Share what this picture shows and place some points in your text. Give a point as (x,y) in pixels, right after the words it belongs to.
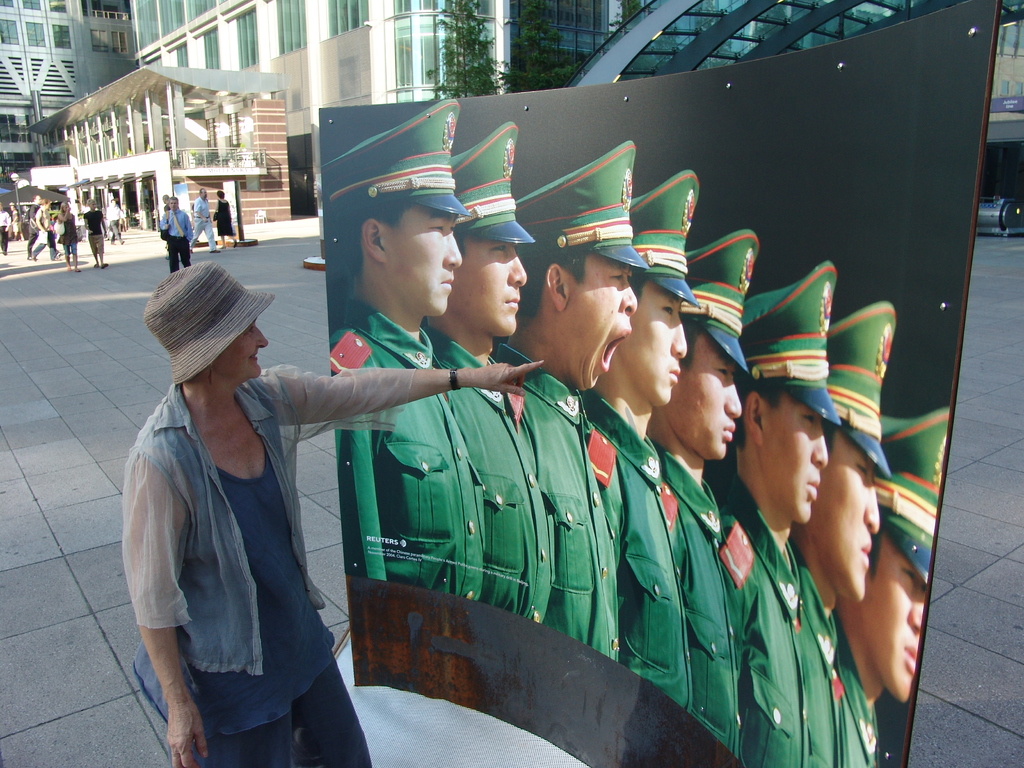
In this image we can see a woman (215,279) standing on the ground (270,274). We can also see a board (535,642) in front of her in which we can see the picture (599,512) of a group of people (792,428) standing. On the backside (173,241) we can see some people (174,255), buildings (267,199) with windows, a pole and some trees (459,81).
